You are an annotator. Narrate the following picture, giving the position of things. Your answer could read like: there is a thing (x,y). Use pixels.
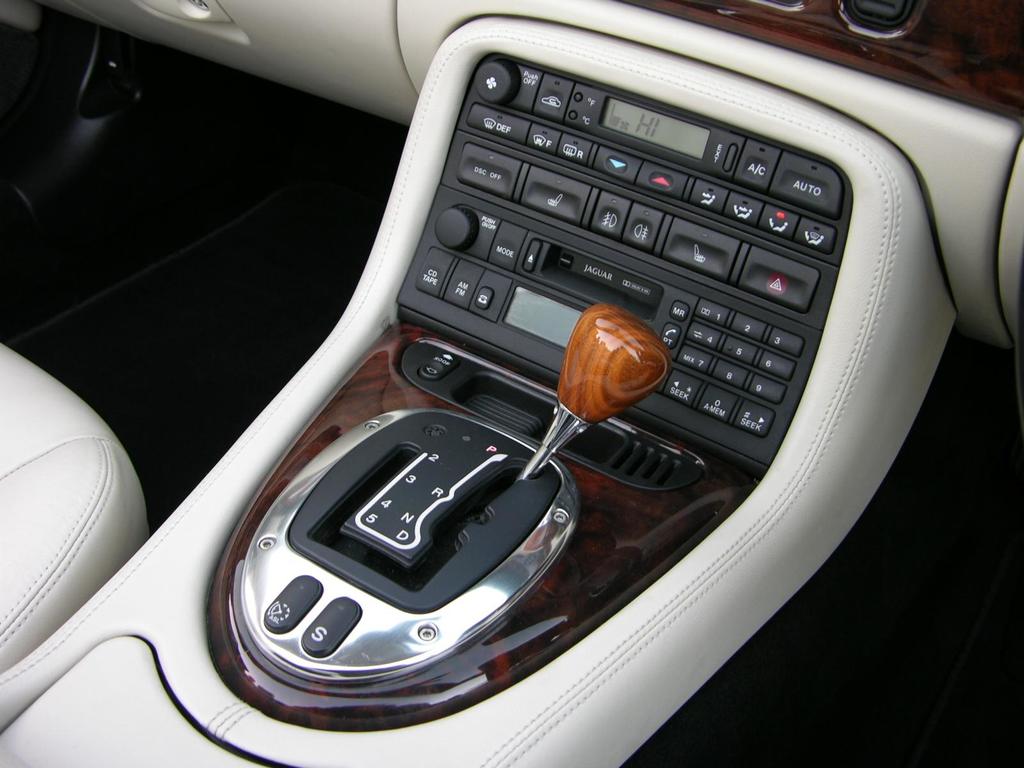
In this image we can see a car gear (576,381), here are the buttons (575,191) on it.
